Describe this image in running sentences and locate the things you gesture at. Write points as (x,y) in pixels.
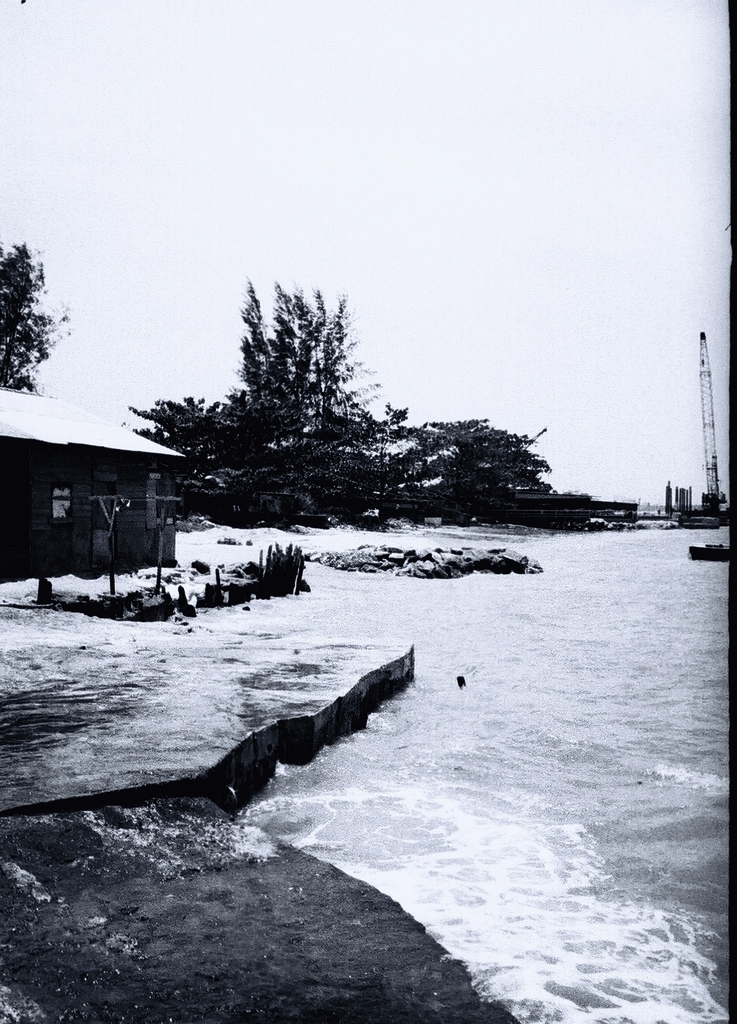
In this picture we can see rocks (477,560), water (560,575), house (2,473), tower (713,501), trees (498,437), some objects (669,492) and in the background (544,153) we can see the sky (353,204).
